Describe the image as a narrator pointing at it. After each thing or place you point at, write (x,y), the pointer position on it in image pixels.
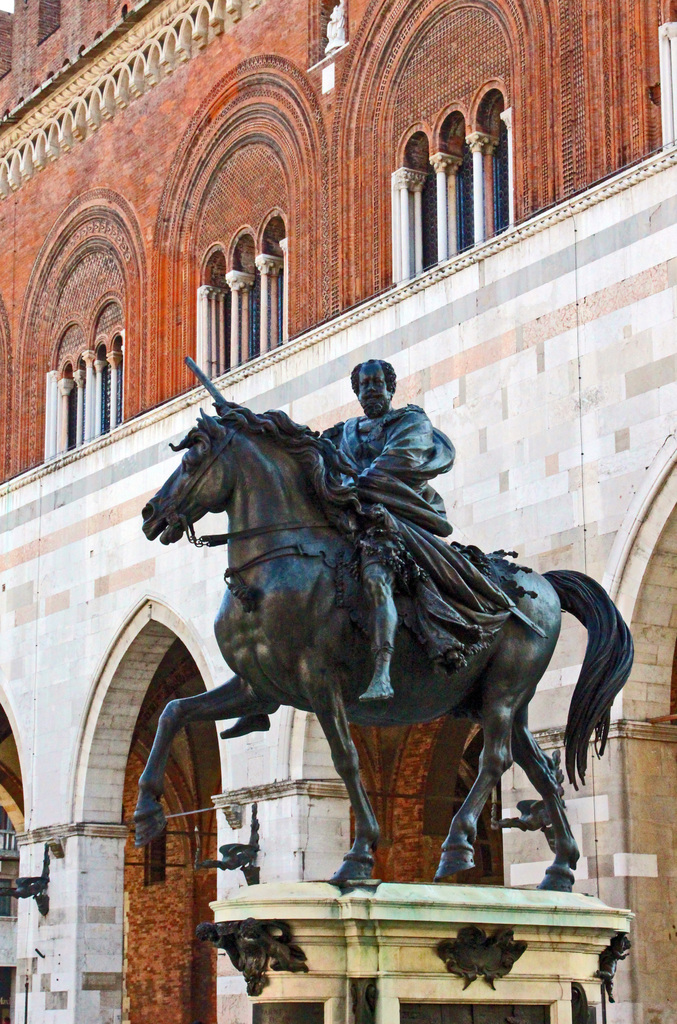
In the center of the image (379,656) we can see a sculpture (411,647). In the background (605,44) there is a building (497,163).
